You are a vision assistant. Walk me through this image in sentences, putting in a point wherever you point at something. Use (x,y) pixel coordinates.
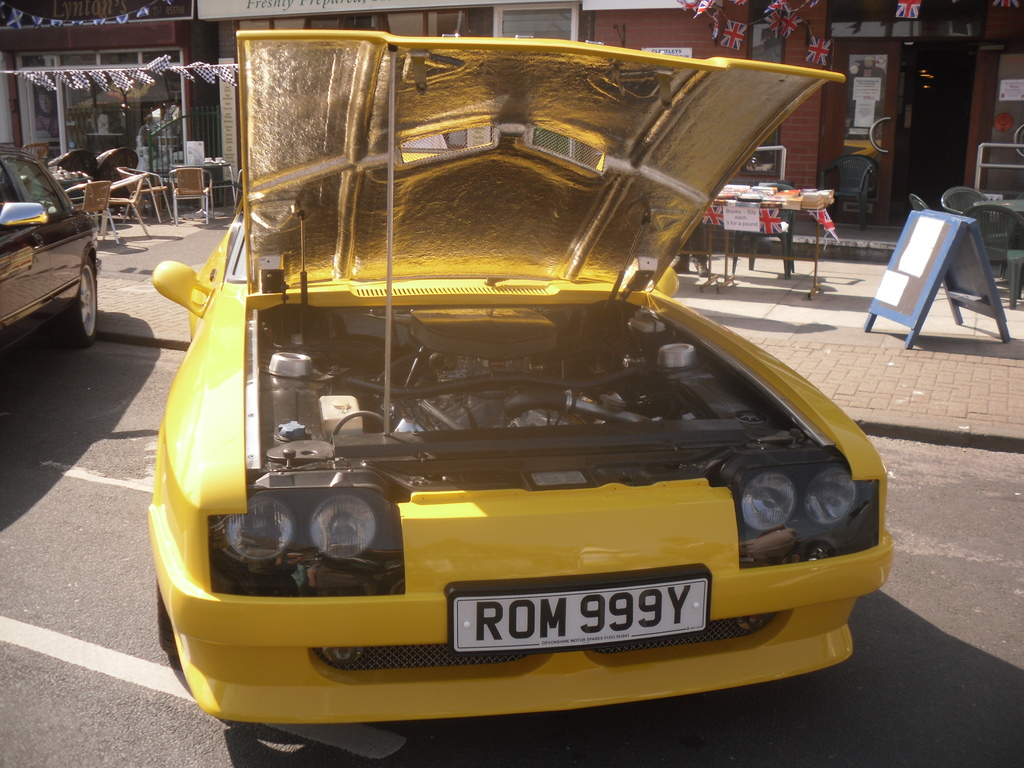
In the center of the image (573,423) there is a yellow car (398,163). The bonnet (319,190) of the car (447,265) is opened. On the top right (898,112) there is a door (884,117), a table (808,198) and a hoarding (920,251). There are british flags (793,30) to the store (831,20). On the left (72,318) there is black car (48,251). On the top left (172,116) there are chairs (123,169), window (112,111).
